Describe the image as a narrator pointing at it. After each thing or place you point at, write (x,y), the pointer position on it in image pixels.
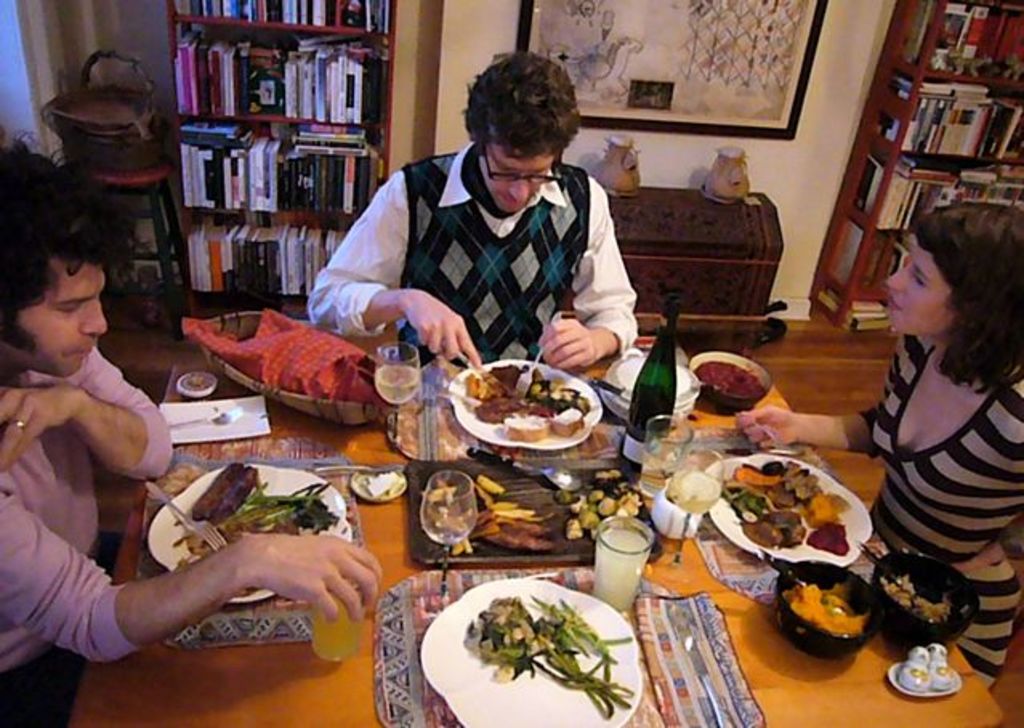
There are three persons (541,241) sitting near the table (703,572). There are many food items (263,519) on the table (374,462), plates (464,420), glasses (449,506), bottles (650,384) and bowls (716,382). In the background (300,72) we can see books shelf (270,107), photo frame (684,86) and stool (147,181).
